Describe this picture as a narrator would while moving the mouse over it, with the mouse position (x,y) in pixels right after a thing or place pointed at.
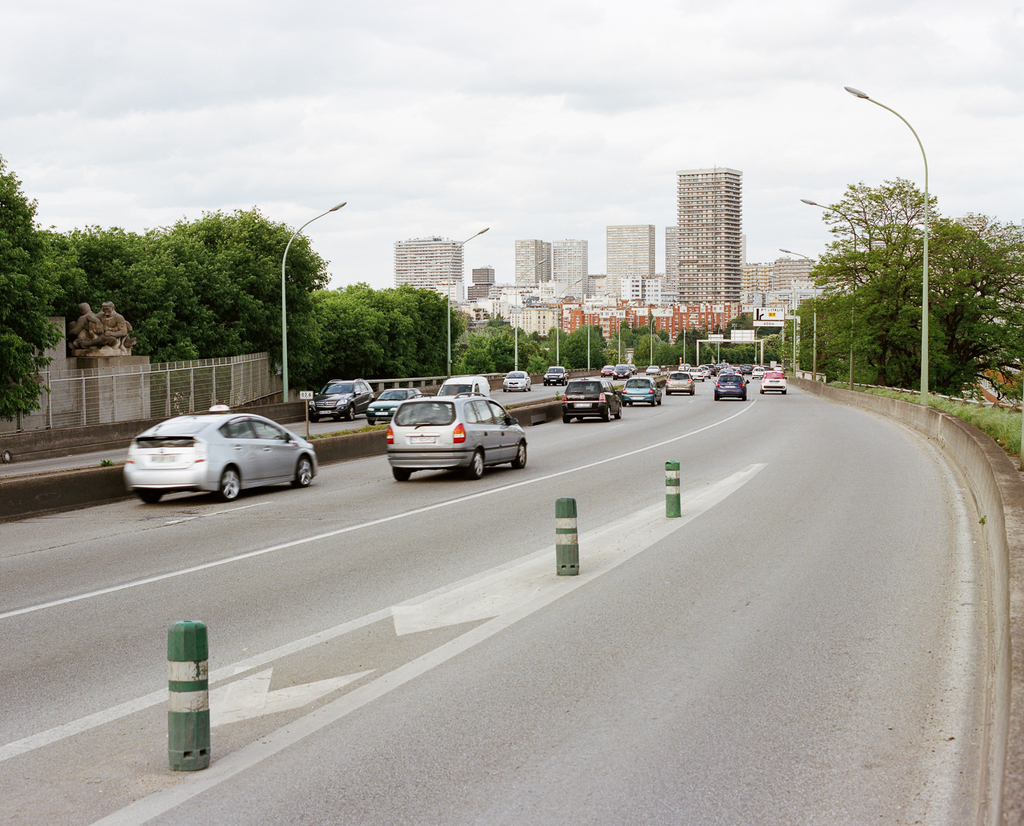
In this picture I can see few buildings (599,286) trees (313,340) and few pole lights (924,295) and few cars (158,468) moving on the road (262,496) and a metal fence (241,357) on the left side (106,411) and a cloudy sky (635,198).
